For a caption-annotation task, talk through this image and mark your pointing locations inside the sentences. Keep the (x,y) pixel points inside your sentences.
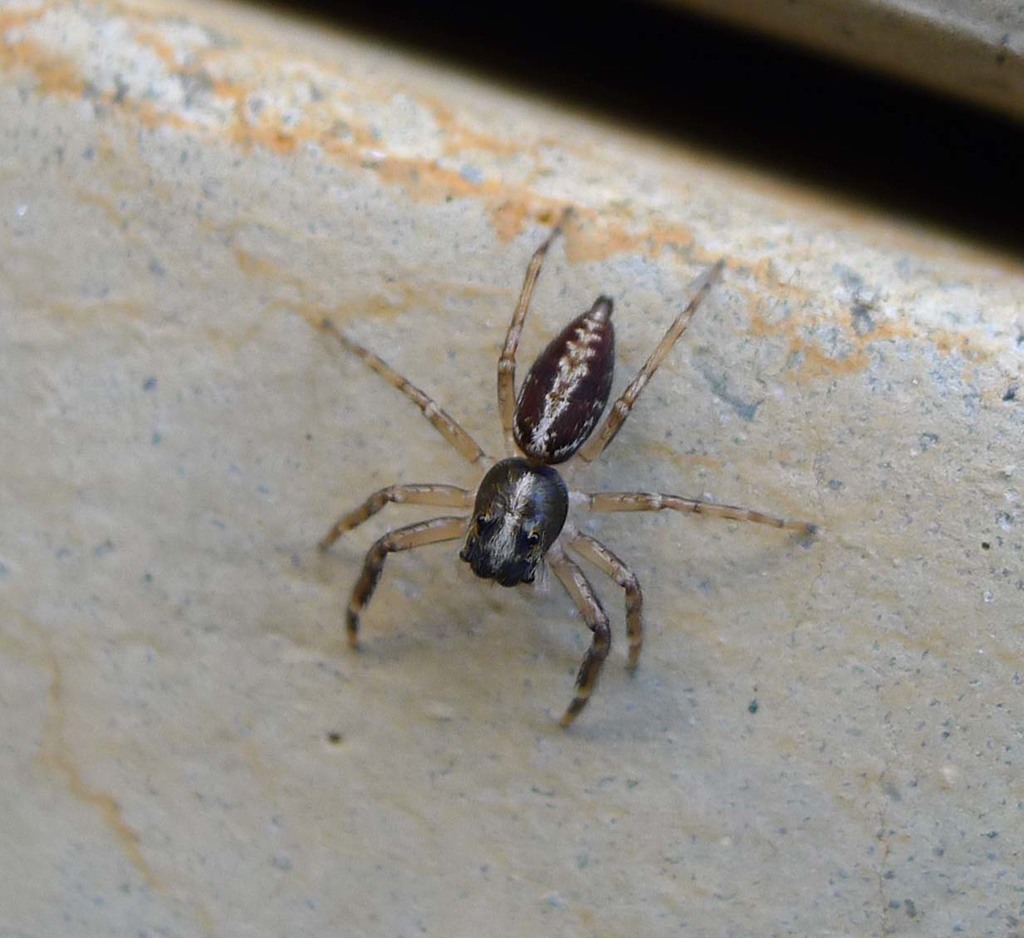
In this image I can see a black colour spider (523,451) over here.
